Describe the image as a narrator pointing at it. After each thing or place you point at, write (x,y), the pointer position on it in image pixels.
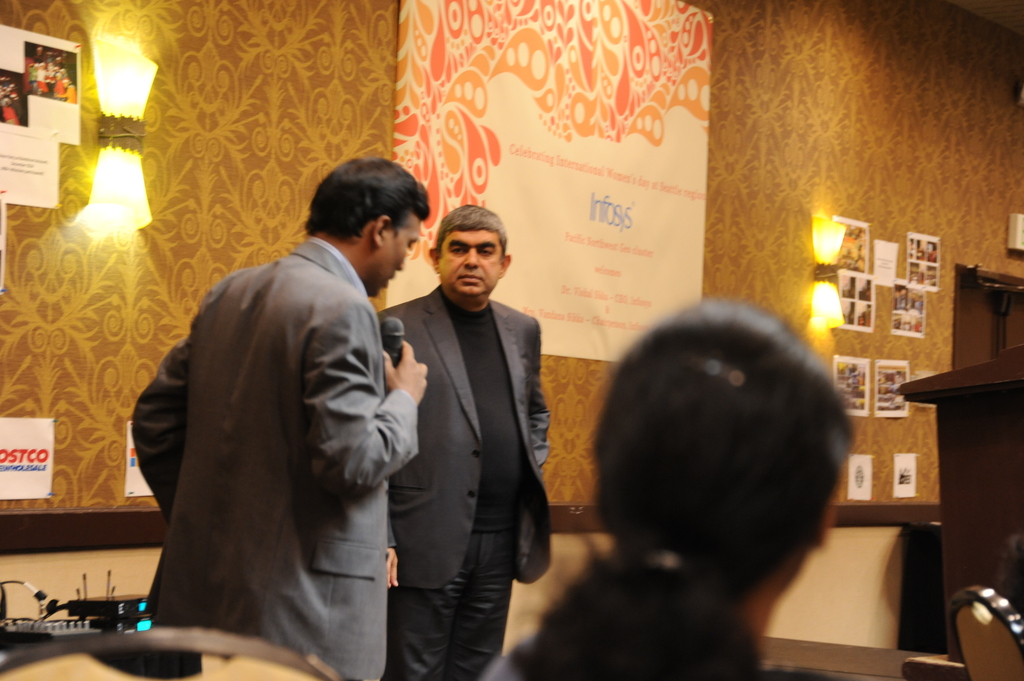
There are people (415,674) and this man (363,337) holding a microphone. We can see chairs (250,680). Beside him we can see electrical devices (138,603) on the surface (94,629). In the background (489,90) we can see banner (401,118), posters (860,375), image (848,323) and lights (110,127) on the wall (998,146). Right side of the image (963,494) we can see podium (989,398).
